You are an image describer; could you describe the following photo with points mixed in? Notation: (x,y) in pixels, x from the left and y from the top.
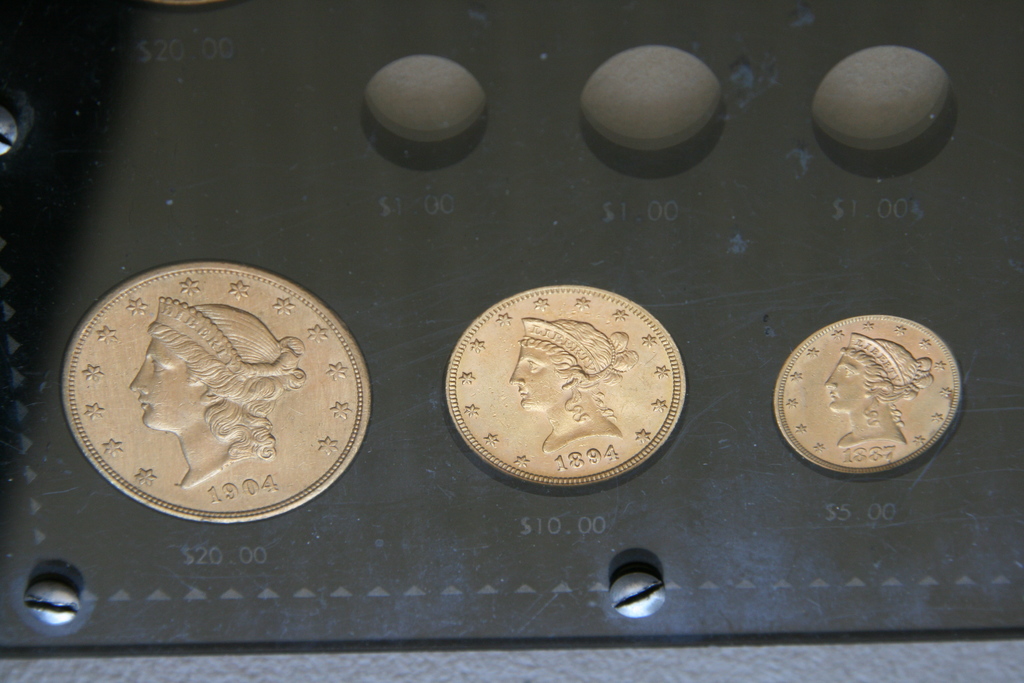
In this image in the center (589,417) there are coins (547,421) with numbers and image (604,417) on it and at the top (866,105) there are objects (851,93) which are beige in colour.
